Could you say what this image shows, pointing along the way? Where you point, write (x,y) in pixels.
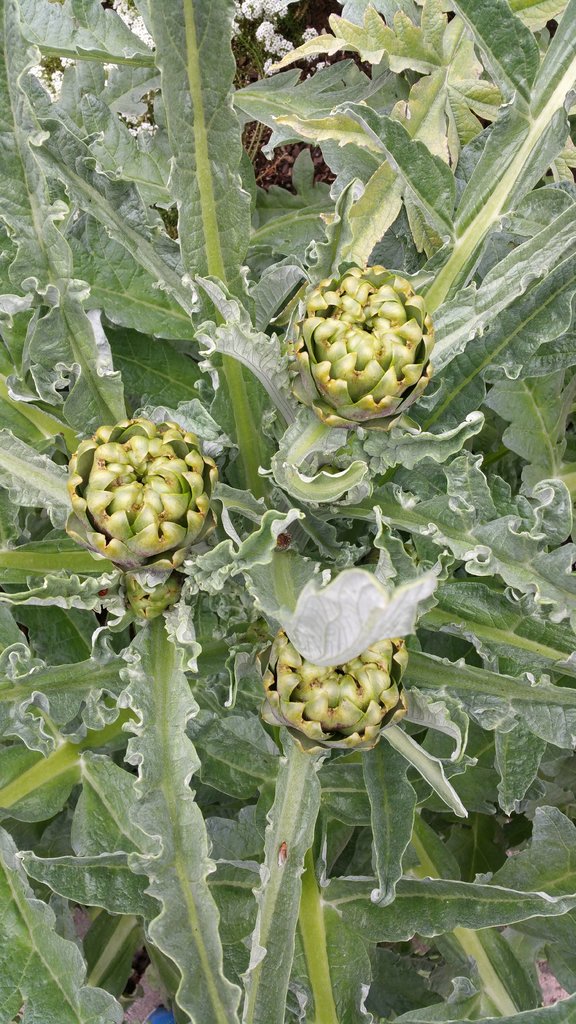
In this image we can see leaves (365,514) and fruits (147,521).
